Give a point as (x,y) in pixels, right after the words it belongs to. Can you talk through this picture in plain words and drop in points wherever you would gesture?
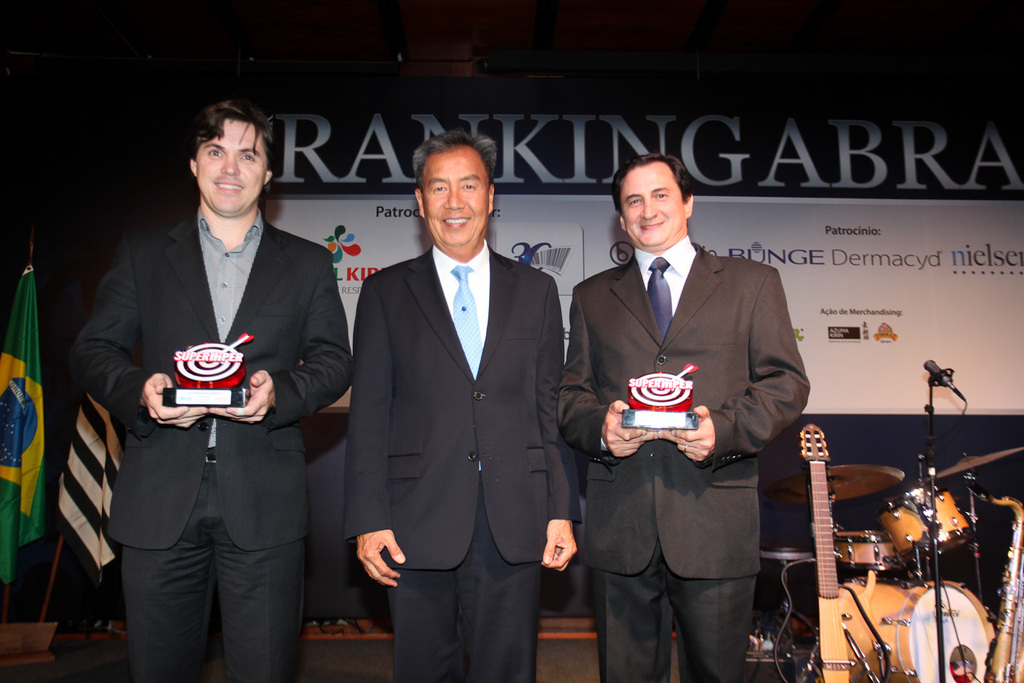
In this image, there are some people (642,291) standing and holding a red color object (642,408), In the right side of the image (882,601) there are some music instruments (878,584) which are in yellow color and a microphone (947,380) in black color, In the background (942,410) there is a white color board (904,244) and black color board (761,168), in the left side of the image (16,418) there is a flag (16,383) in green color.
